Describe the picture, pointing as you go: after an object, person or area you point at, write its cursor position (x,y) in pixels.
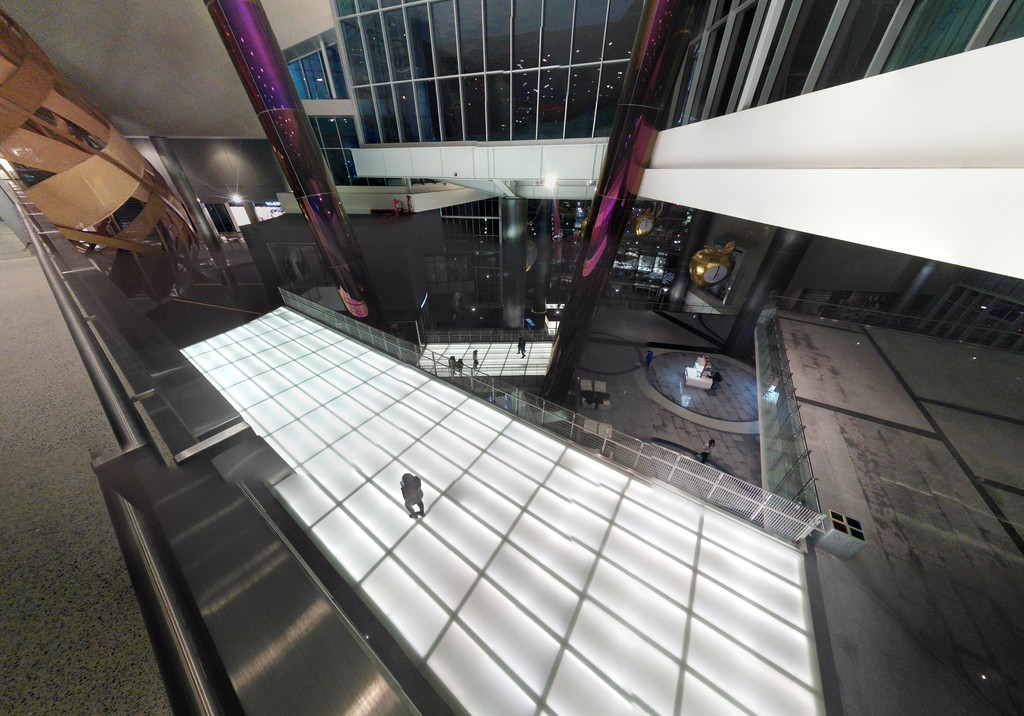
In the image we can see inside of the building (749,169) and few people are standing and walking.
